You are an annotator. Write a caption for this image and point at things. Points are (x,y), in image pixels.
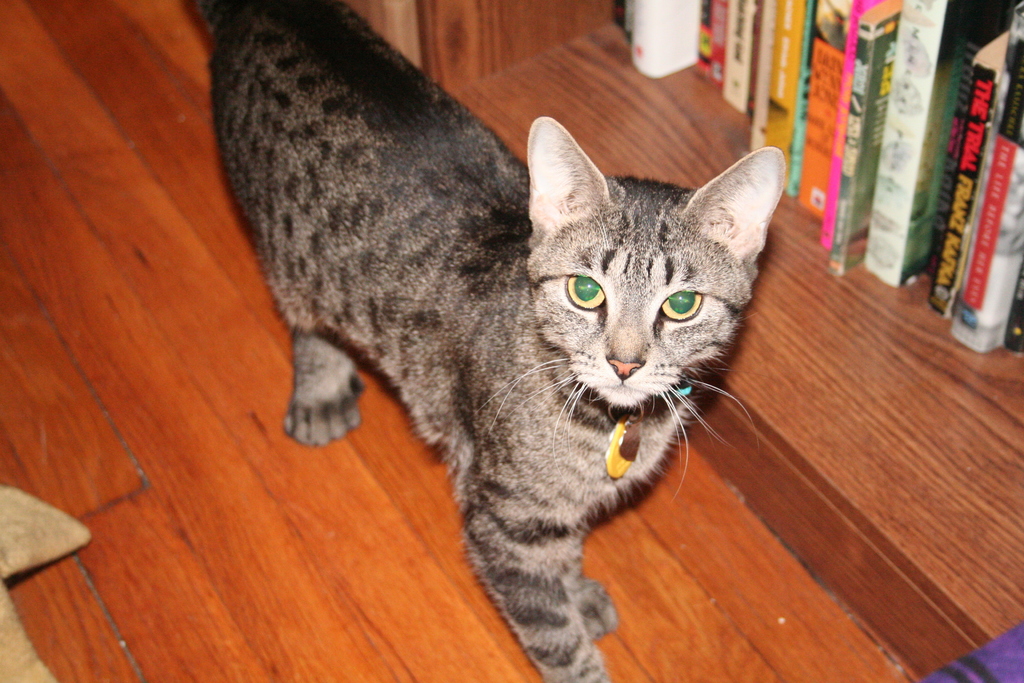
In this image, we can see a cat (470,383). There are books (793,28) in the top right of the image (966,137).
